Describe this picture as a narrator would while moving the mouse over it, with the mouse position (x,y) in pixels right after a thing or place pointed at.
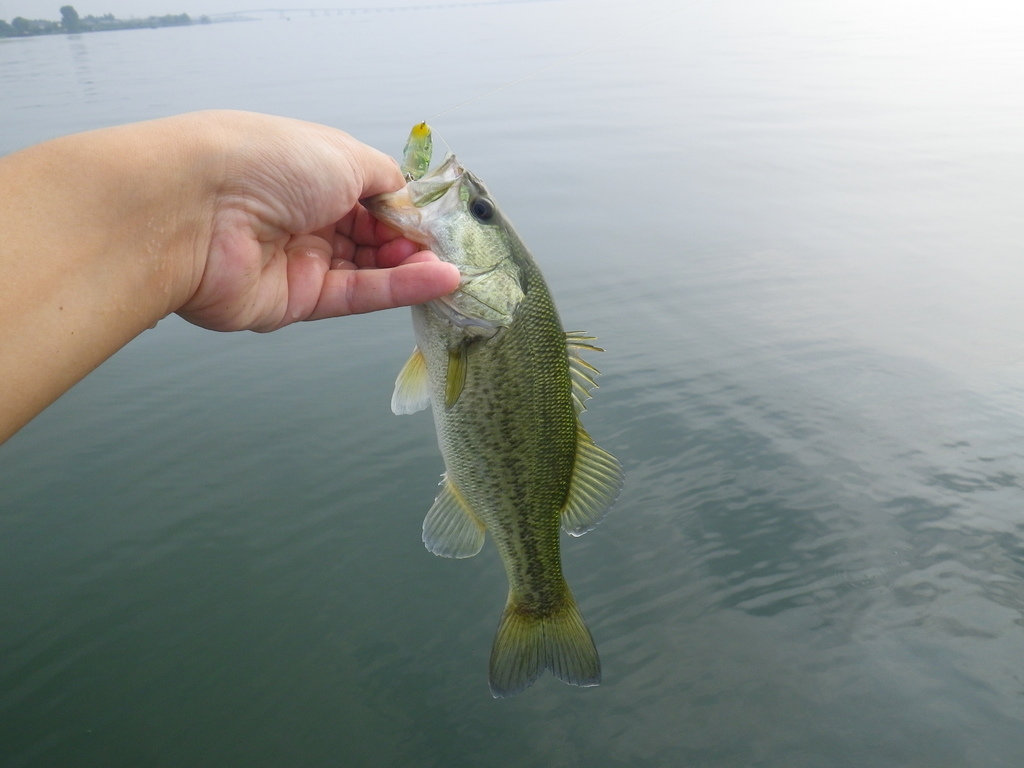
In the image there is a hand (200,208) holding a fish (465,197) with the fingers (378,241) and under the fish (420,215) there is a water surface (609,223).
